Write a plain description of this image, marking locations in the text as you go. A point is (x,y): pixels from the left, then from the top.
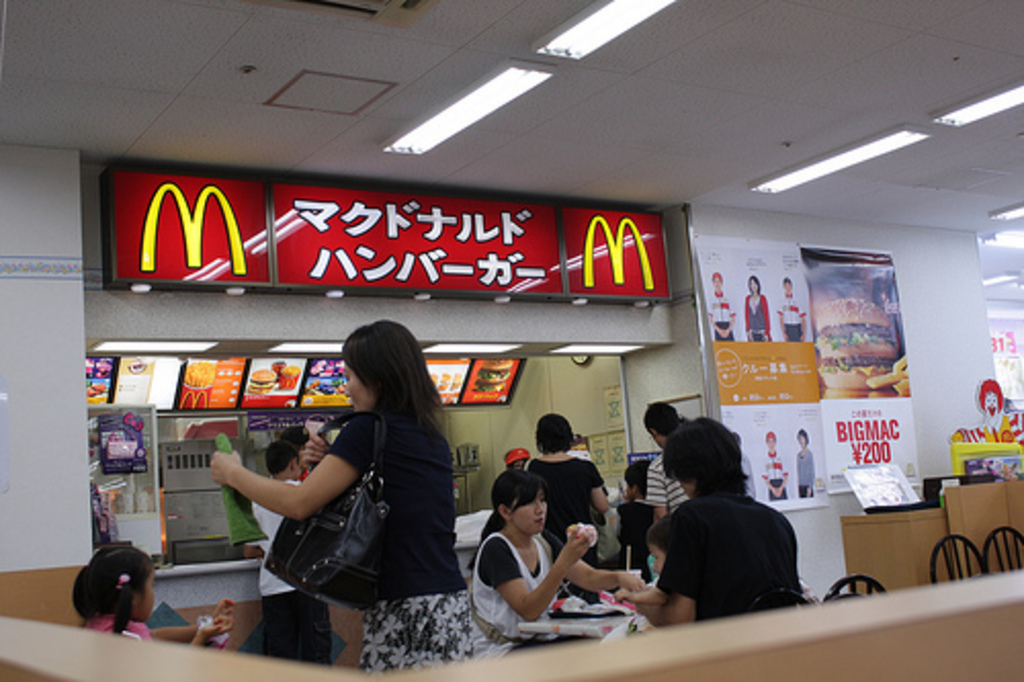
In this image, we can see people (398,507) standing and sitting and some are holding snacks (577,531) and there is a lady (296,509) wearing a bag (313,518) and holding an object (230,489). In the background (848,313), there are posters (858,374) on the wall (921,463) and we can see chairs (960,564), boxes (1005,458), boards (873,499), stands (964,456) and some objects (573,609) on the table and we can see lights (537,66), at the top (783,185).
